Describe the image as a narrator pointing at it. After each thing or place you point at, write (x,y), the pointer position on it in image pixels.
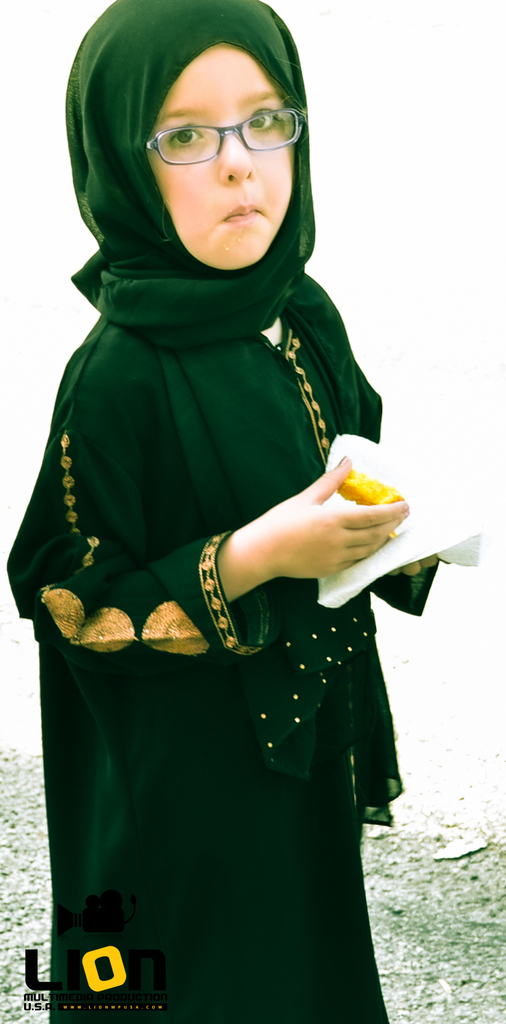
In this picture we can see a girl (115,600), she is wearing a spectacles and holding food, tissue paper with her hands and in the background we can see the ground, in the bottom left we can see some text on it.
